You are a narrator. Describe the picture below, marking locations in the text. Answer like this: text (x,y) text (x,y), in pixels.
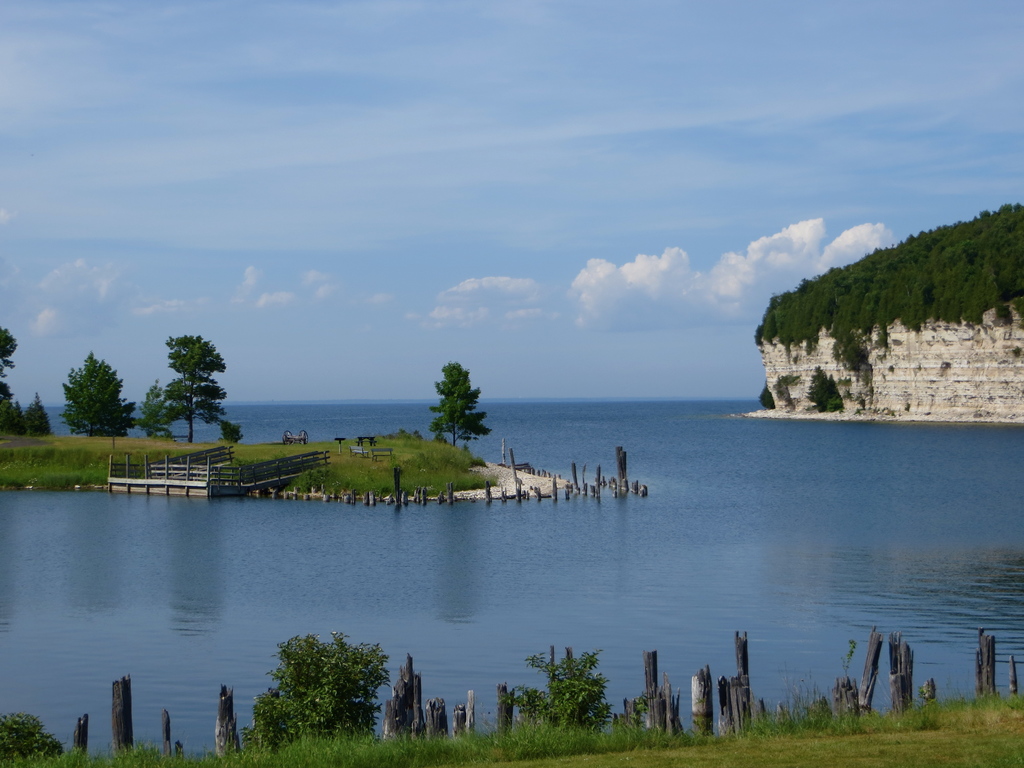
In this picture we can see water (671,562) and few trees (188,378), in the background (619,286) we can see clouds (672,306).
